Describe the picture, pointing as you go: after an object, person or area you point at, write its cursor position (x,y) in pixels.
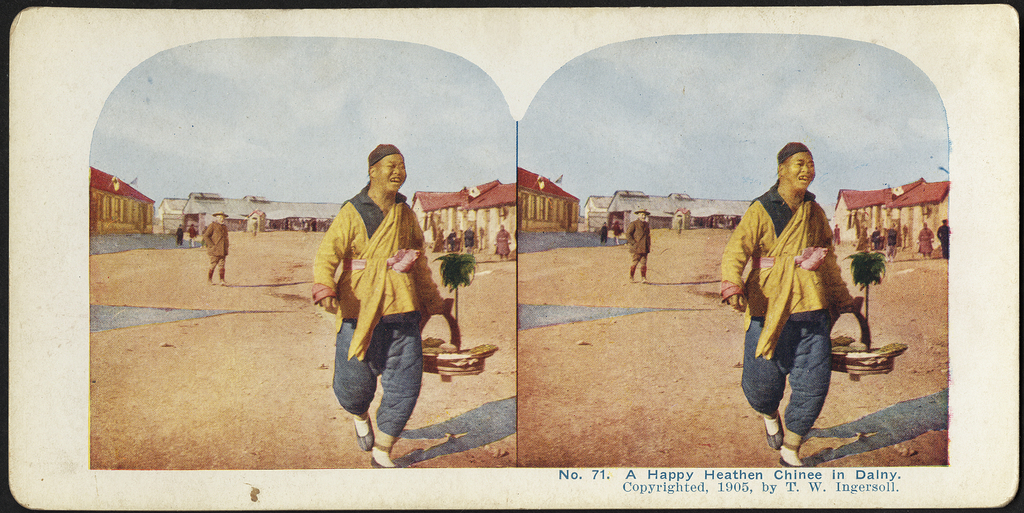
This image is a photo. In this photo we can see a person (381,321) wearing a yellow shirt (369,266) is smiling and he is holding a basket (450,368) in his hand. In the background (436,191) we can see buildings (264,220), people (214,222) and sky (313,139).
